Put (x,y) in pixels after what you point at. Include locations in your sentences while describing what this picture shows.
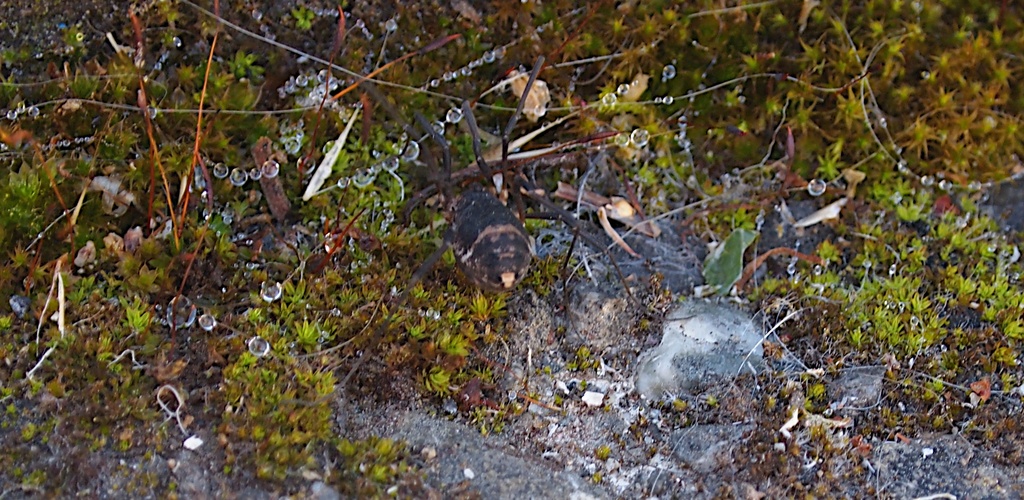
This picture shows plants (475,320) and we see few water droplets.
